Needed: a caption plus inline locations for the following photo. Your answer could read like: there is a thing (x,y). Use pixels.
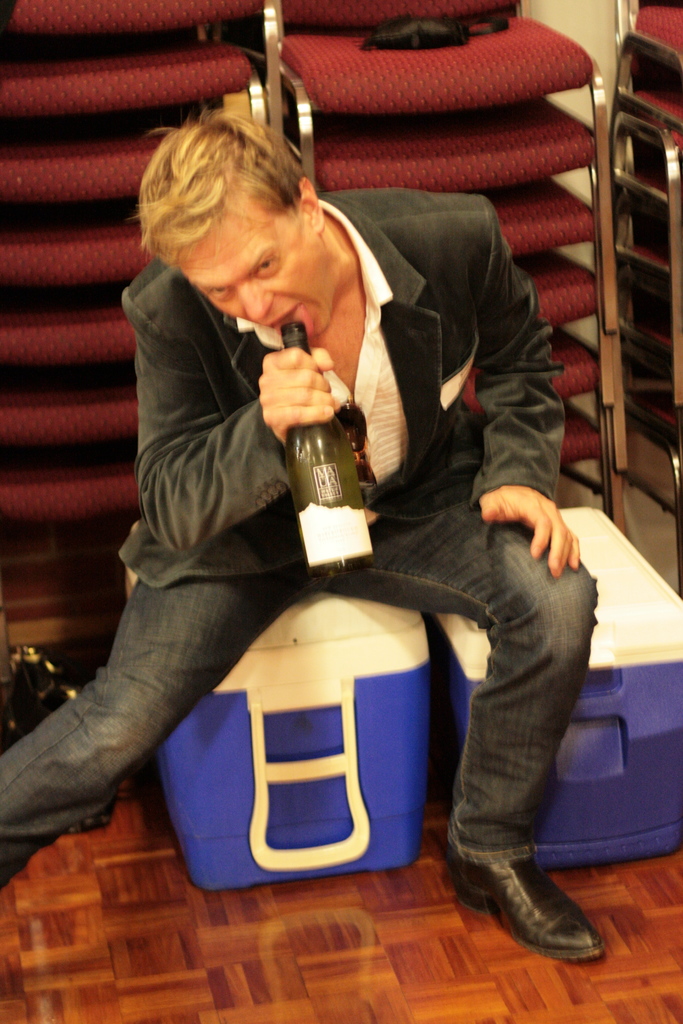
In this image I can see a man (372,394) wearing suit (196,367), sitting and holding a bottle (325,446) in his hand (294,371). In the background (347,58) I can see chairs (445,75). On the left side of the image (49,687) there is a black color bag (31,682).
